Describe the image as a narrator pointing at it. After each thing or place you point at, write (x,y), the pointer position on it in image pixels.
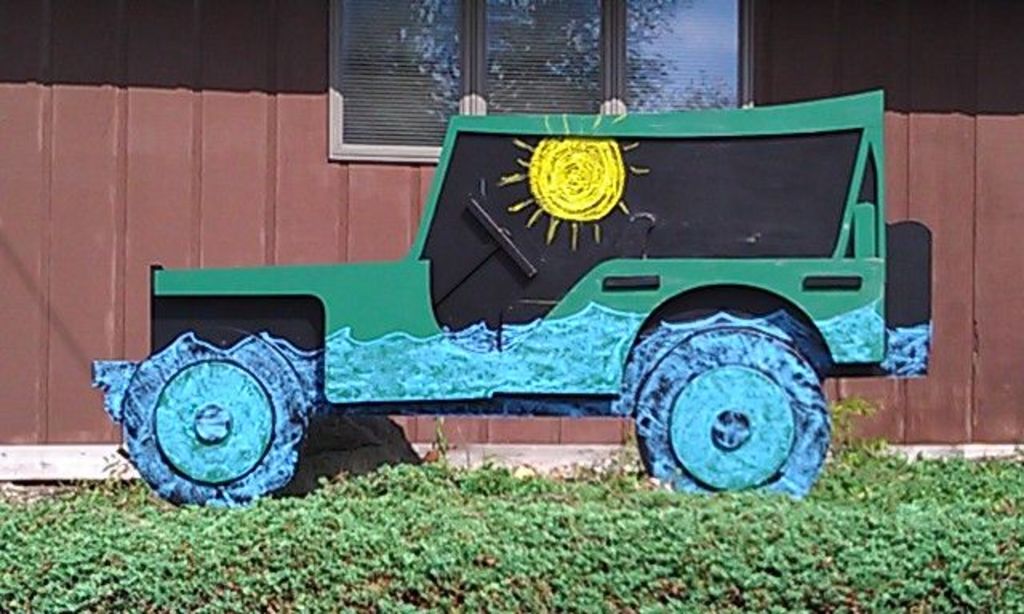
This image looks like it is edited. In the front (138,443), we can see a vehicle (168,453), made up of cardboard (622,245). At the bottom (438,494), there is grass (150,596) and small plants (23,544). In the background (548,75), there is a wall (279,138) along with a window (354,6).
